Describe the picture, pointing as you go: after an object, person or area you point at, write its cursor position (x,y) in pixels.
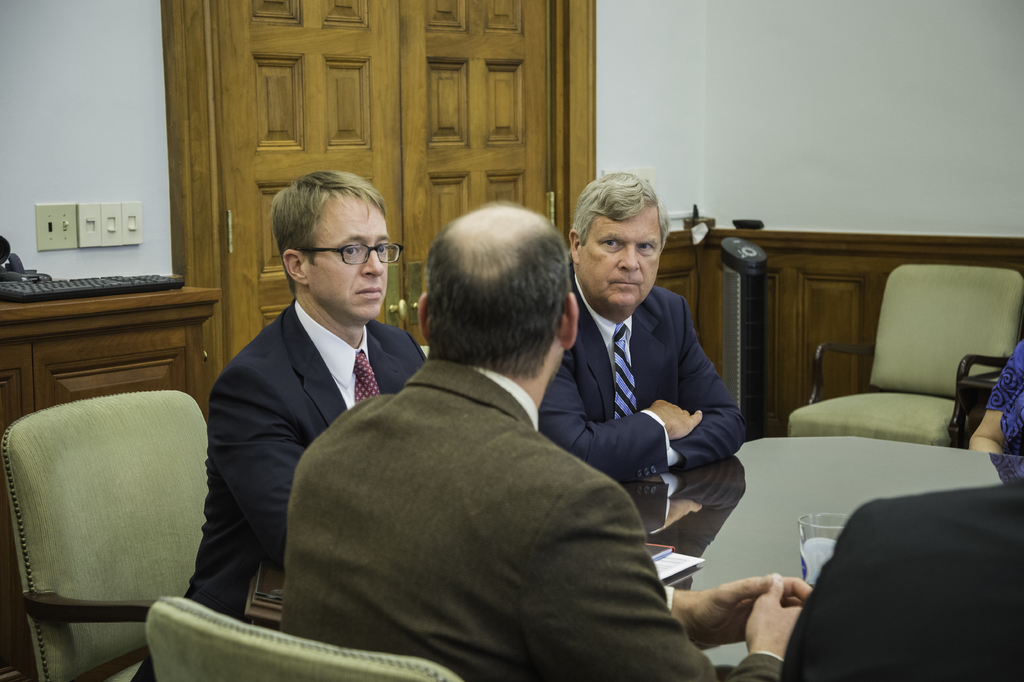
In this picture there are people (954,678) sitting on chairs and we can see glass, book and paper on the table (794,495). In the background of the image (187,258) we can see a chair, door (235,237) and objects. On the left side of the image (18,263) we can see keyboard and objects (2,260) on the table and switch boards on the wall (44,261).
